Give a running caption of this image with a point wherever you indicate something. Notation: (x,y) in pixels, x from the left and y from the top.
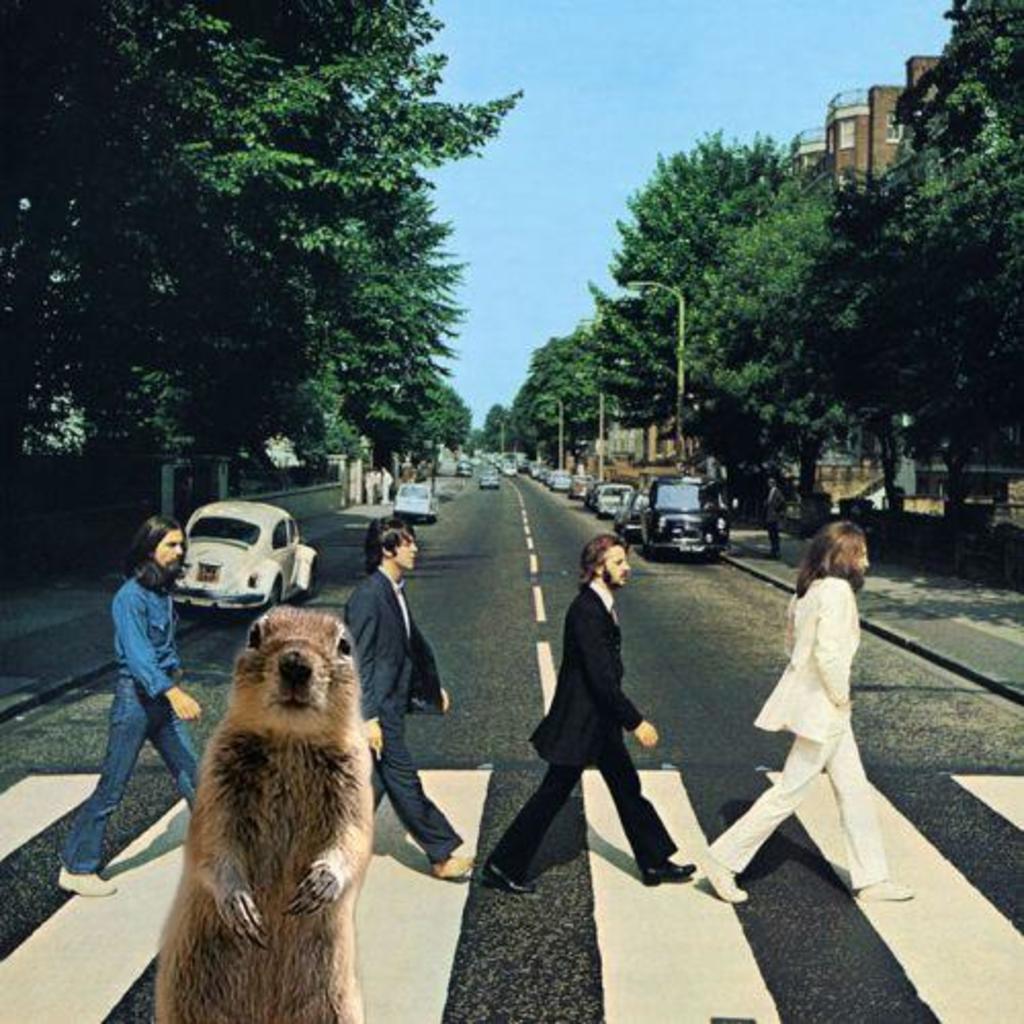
In this image I can see number of vehicles (220,510), trees (476,448), street lights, a building (801,164), the sky (565,230), white lines (517,489) on road (697,994) and few people (108,773) are standing. I can also see a squirrel (207,844) over here.
